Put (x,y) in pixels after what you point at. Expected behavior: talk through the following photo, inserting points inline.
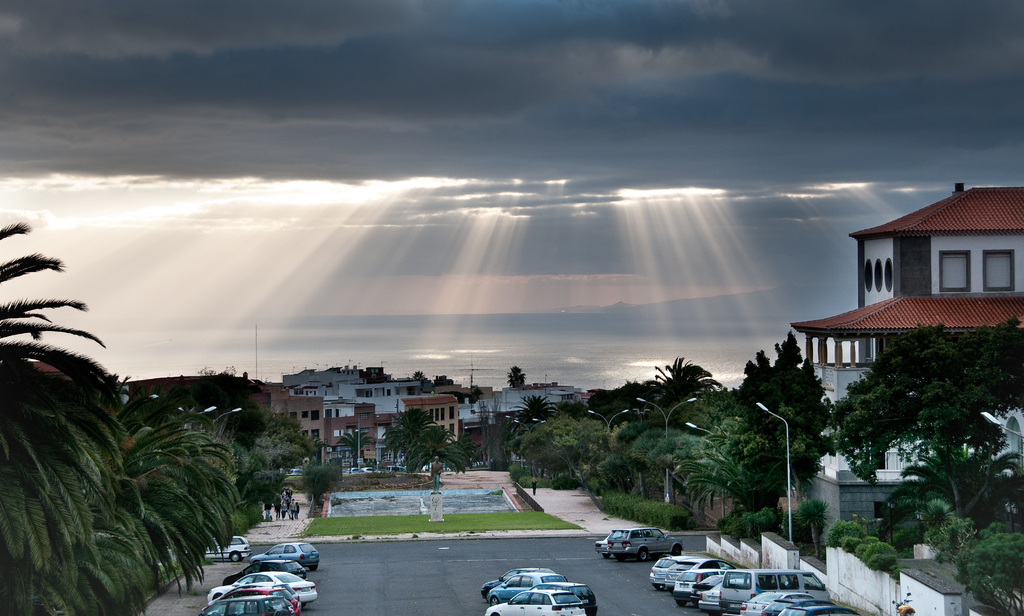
This is an outside view in this image on the right side (884,339) and left side (193,520) there are some houses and trees (163,489), poles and street lights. At the bottom (767,606) there are some cars (774,590) on the road (403,571), in the center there is one fountain (408,505) and grass (392,522) and on the top of the image (409,130) there is sky (770,137).
